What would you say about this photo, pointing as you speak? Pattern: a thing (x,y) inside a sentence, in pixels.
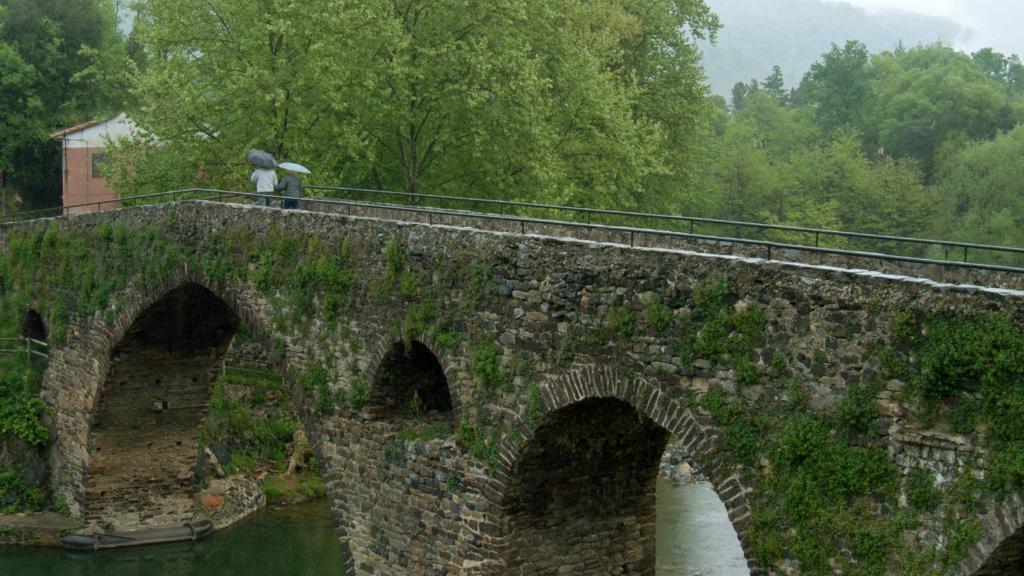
In this image we can see trees (189,66), sky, buildings (93,195), bridge (575,245) and water (329,563). On the bridge (522,227) we can see two persons (287,195) walking and holding umbrellas (271,156).
